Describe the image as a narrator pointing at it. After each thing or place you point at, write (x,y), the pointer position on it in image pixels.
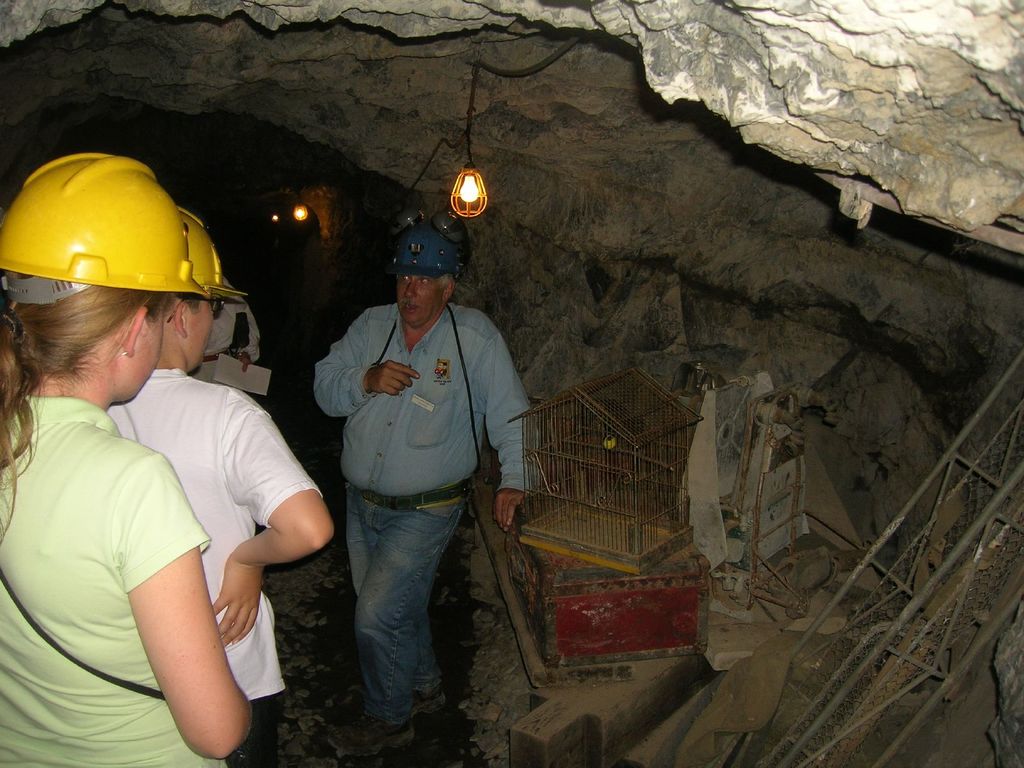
This image is taken in the cave (329,346). In this image we can see people (203,392) wearing helmets (185,217). On the right (999,574) there is a cage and we can see rods (768,562). At the top (458,205) there are lights (472,215).
